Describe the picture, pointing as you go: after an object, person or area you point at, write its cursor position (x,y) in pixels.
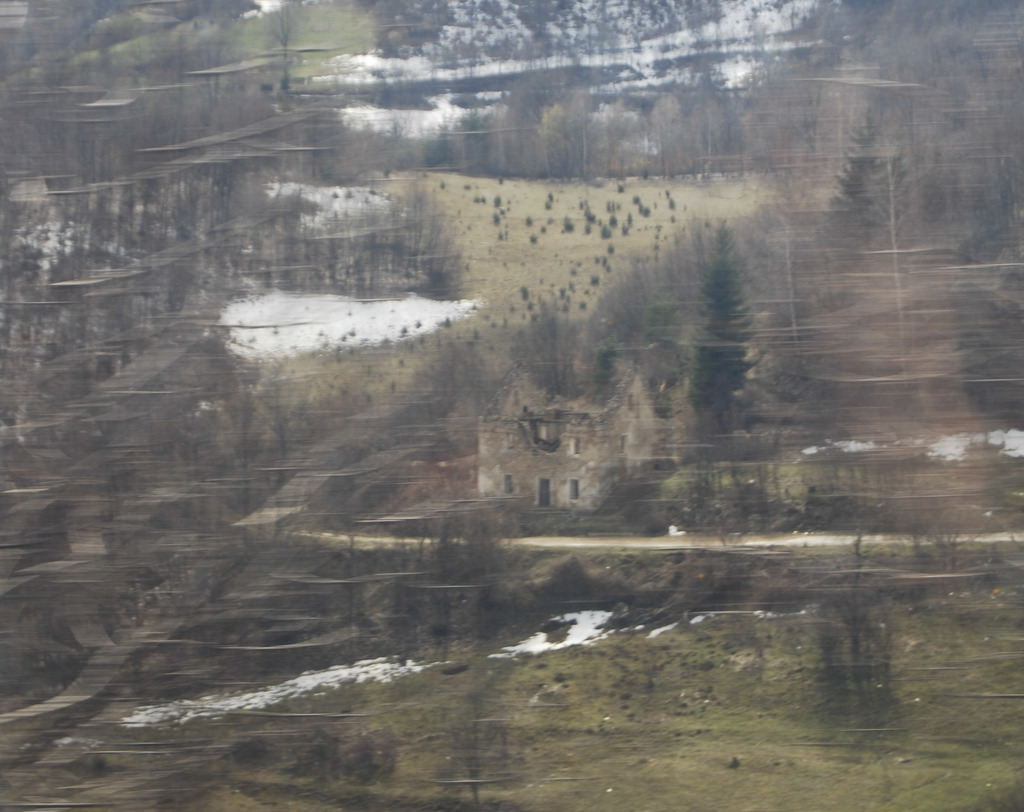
This picture look like the painting poster. In the front (504,474) there is a small house (611,460) and some dry trees (416,574).
